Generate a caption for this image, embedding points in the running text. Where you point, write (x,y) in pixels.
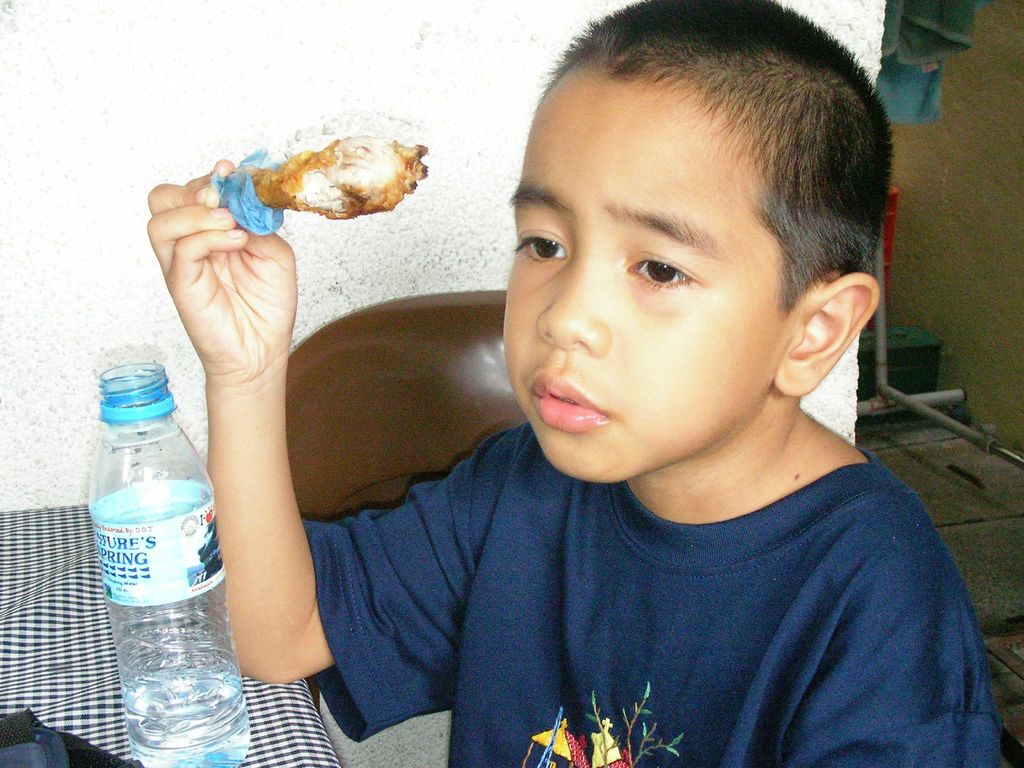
There is a boy (655,657) holding a chicken leg piece (328,212). In front of him there is a table (67,636) with check tablecloth (39,613). On the table (279,717) there is a bottle (130,562). In the back (235,107) there is a white wall (497,117). Also there are some pipes (948,425) in the background (937,414).
